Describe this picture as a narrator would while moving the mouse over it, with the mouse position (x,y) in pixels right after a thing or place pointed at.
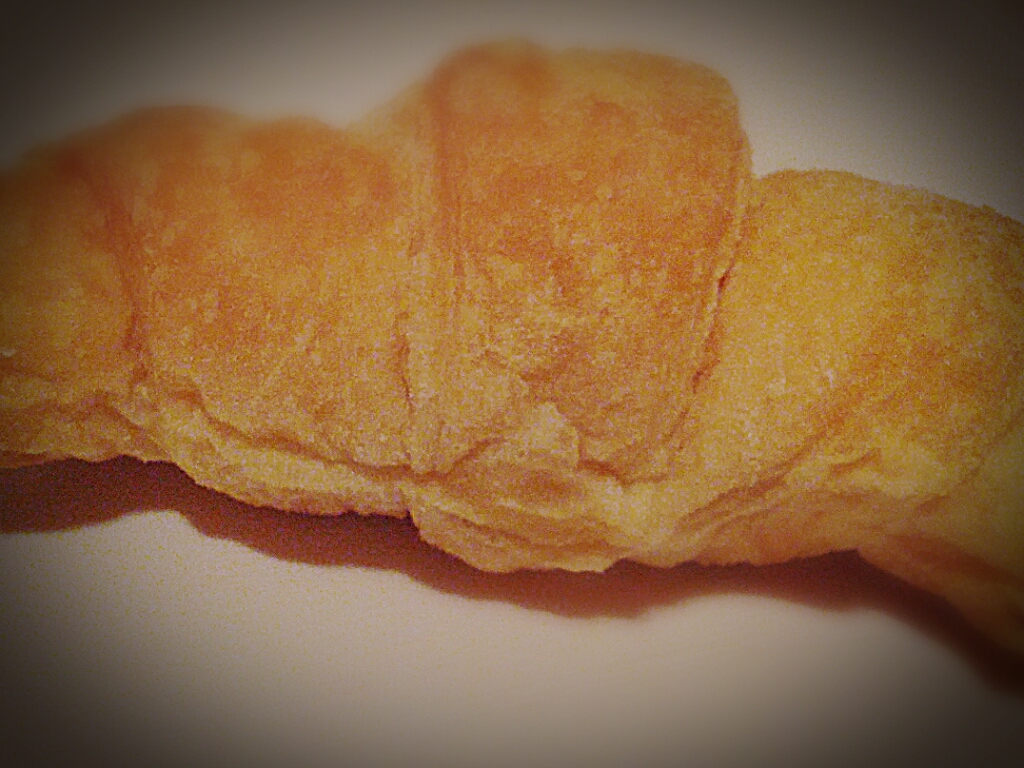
In this picture we can see food (471,370) on a platform (58,542).
